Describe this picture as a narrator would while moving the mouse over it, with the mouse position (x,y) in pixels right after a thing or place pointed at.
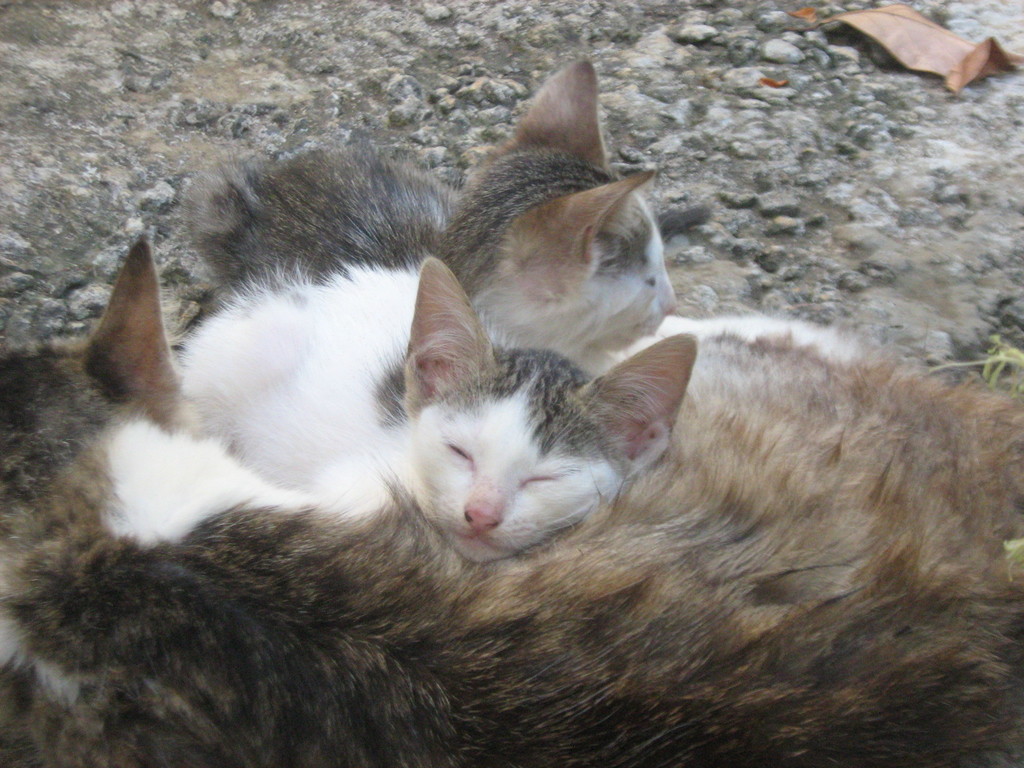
In this image there are cats (503,358) on the land (721,179) having rocks (896,127) and dried leaves (956,66).
